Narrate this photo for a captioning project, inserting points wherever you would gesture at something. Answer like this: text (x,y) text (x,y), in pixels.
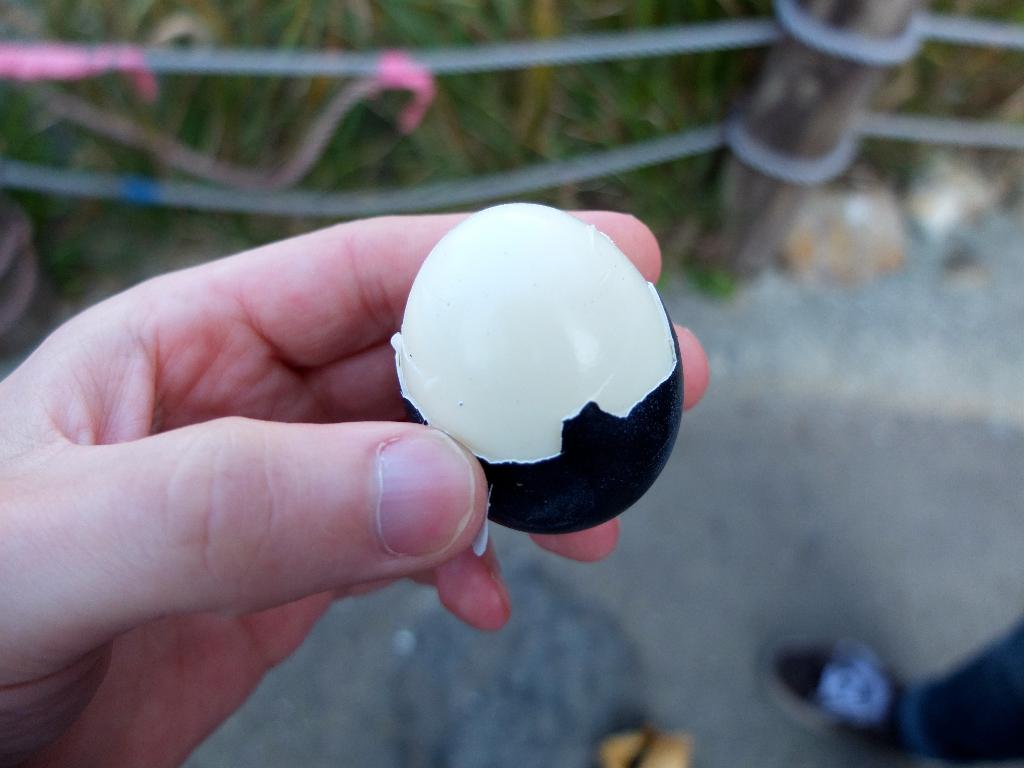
In this picture, we see the hand (305,447) of the human (305,447) holding the egg (464,365). At the bottom (647,584), we see the road (713,671) and the leg (950,717) of the human (908,732) who is wearing the shoes (865,674). In the background (673,107), we see the wooden fence (628,157) and plants (546,141) or grass (603,83). This picture is blurred in the background (1018,240).
